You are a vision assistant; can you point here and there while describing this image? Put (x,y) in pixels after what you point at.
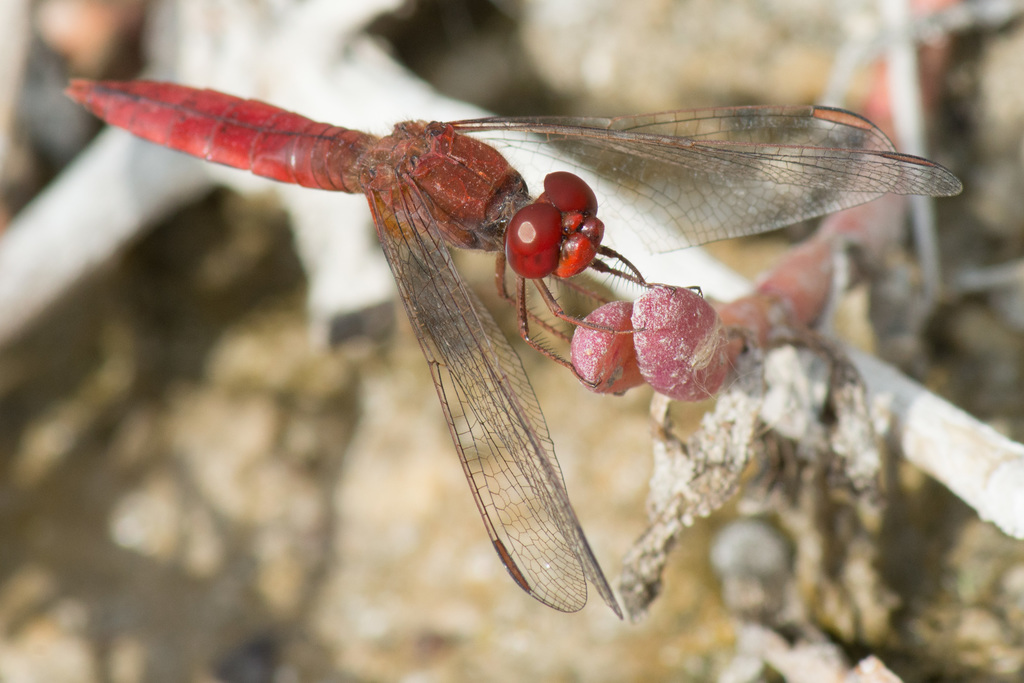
In this image there is red colour fly (523,270) holding the small fruit (649,329). In the background (1012,480) there is a tree stem (980,452).
